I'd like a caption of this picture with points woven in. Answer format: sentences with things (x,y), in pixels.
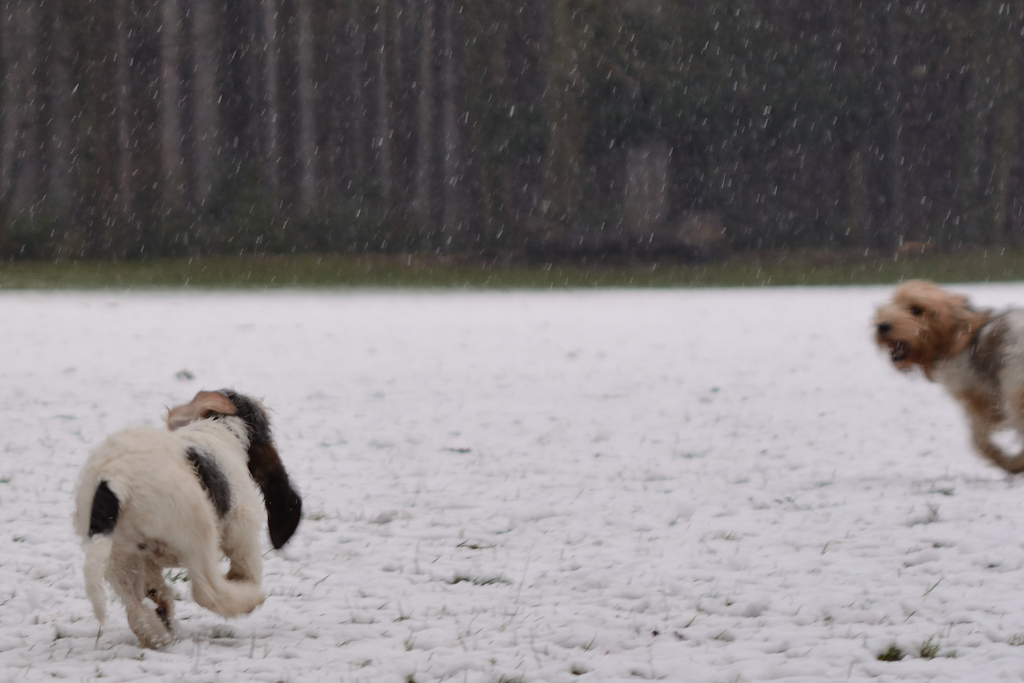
In this picture we can observe two dogs (939,328) running on the snow (624,427). One of the dogs (234,514) is in white and black color. We can observe snowfall (558,196). In the background (310,98) there are trees (615,136).
